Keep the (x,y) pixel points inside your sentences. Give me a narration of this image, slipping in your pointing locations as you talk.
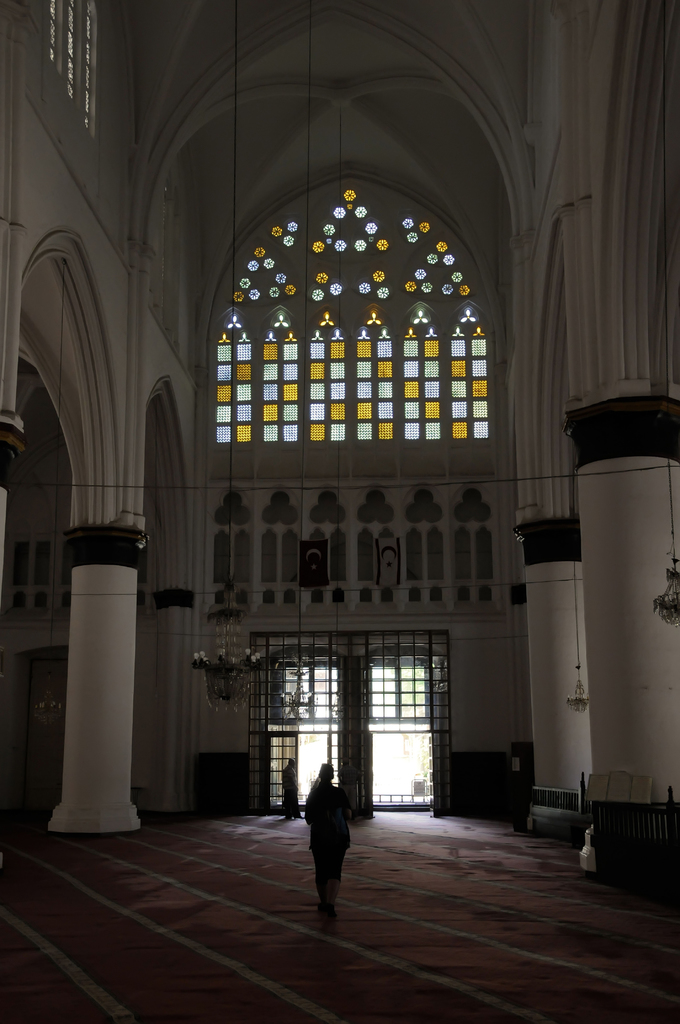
This is the inside view of a building (365,882). Here we can see two persons (333,879). There are pillars (175,628) and a door (354,725).
